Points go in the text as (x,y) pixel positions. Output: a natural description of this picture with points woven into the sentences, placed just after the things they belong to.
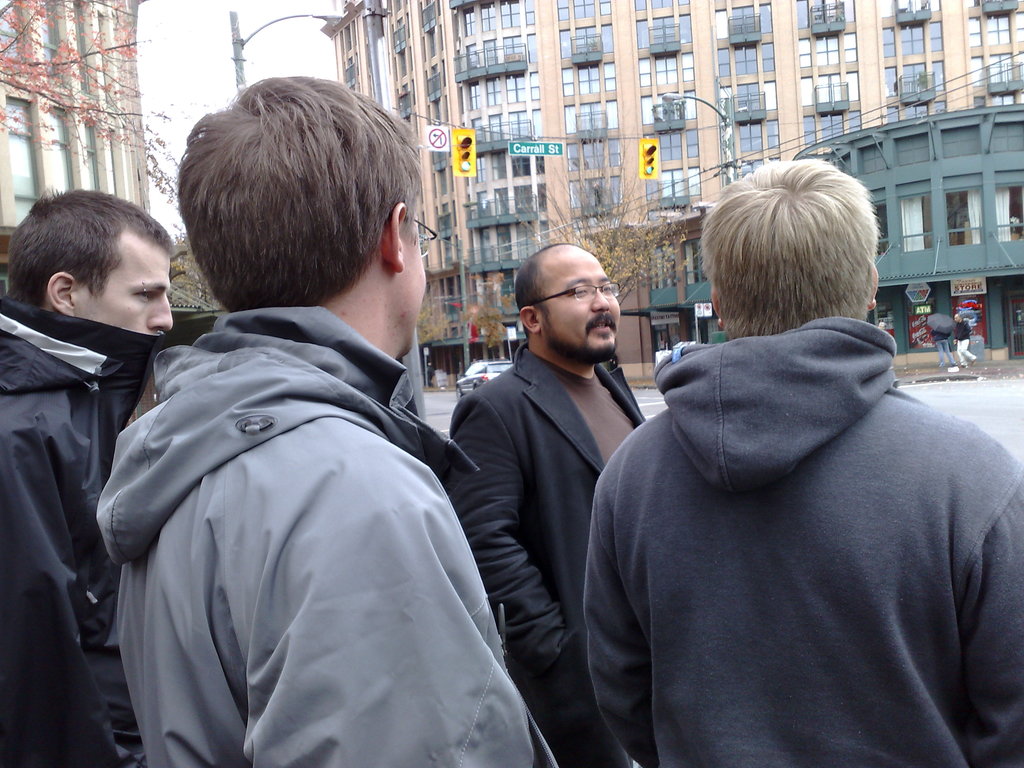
In this image, there are four persons (649,649) standing. In the background (111,147), I can see buildings (412,75), street lights (730,144), trees (2,121), a vehicle (465,373) on the road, the sky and I can see traffic signals (644,159), a signboard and a board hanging to a rope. On the right side of the image (943,337), there are two other persons (958,336) standing. Among them one person (941,353) is holding an umbrella (933,326).
